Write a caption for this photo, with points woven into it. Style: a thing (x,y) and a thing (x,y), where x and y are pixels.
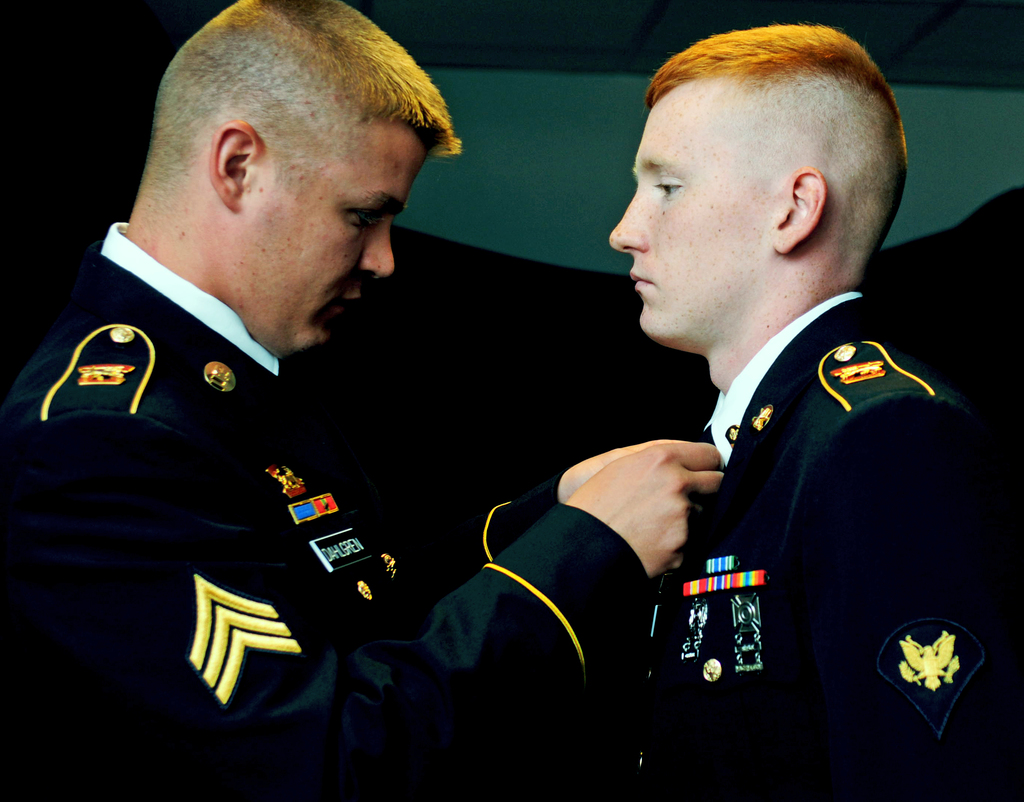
This picture shows couple of men (760,481) Standing and we see a man (503,569) holding a tie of another man (764,442), Both of them wore coats (68,422) and we see badges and a gray wall (517,139).
